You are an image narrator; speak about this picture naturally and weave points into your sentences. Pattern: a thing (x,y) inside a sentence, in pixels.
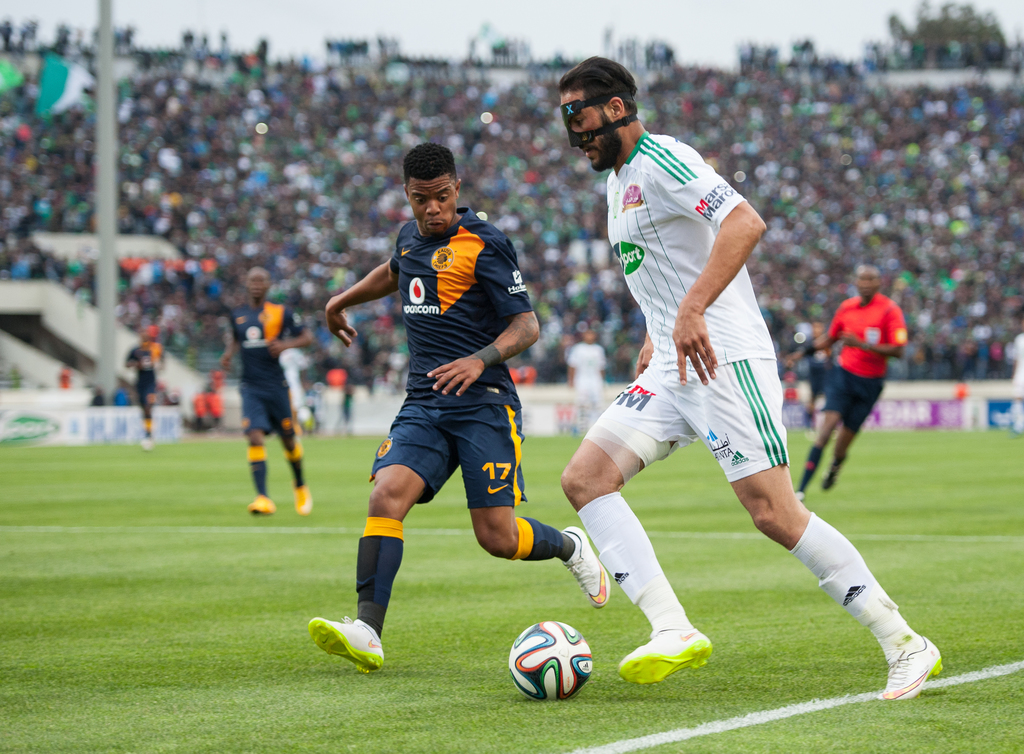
In this image we can see few people (468,479) are playing on the ground (353,594). Here we can see a ball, grass (543,703), hoardings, and a pole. In the background (75,72) we can see crowd (176,192), flags (75,90), and sky (864,42).
